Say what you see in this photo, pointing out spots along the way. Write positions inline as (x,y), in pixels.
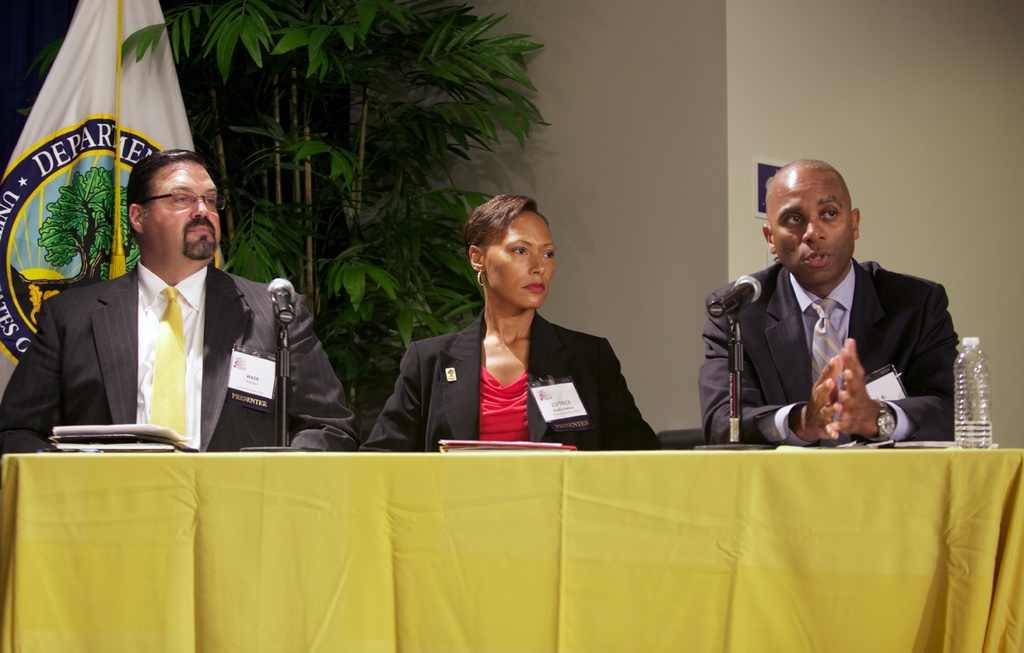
In this image I can see on the right side (796,340) a man (841,350) is speaking in the microphone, he is wearing a tie (820,311), shirt (808,349), coat (804,350). Beside him two persons (319,363) are there. they are also wearing the black color coats (395,385), at the back side (199,109) there are trees (199,109), on the left side (97,158) there is the flag (100,225). On the right side (953,399) there is a bottle (973,340) on the table (99,603).
